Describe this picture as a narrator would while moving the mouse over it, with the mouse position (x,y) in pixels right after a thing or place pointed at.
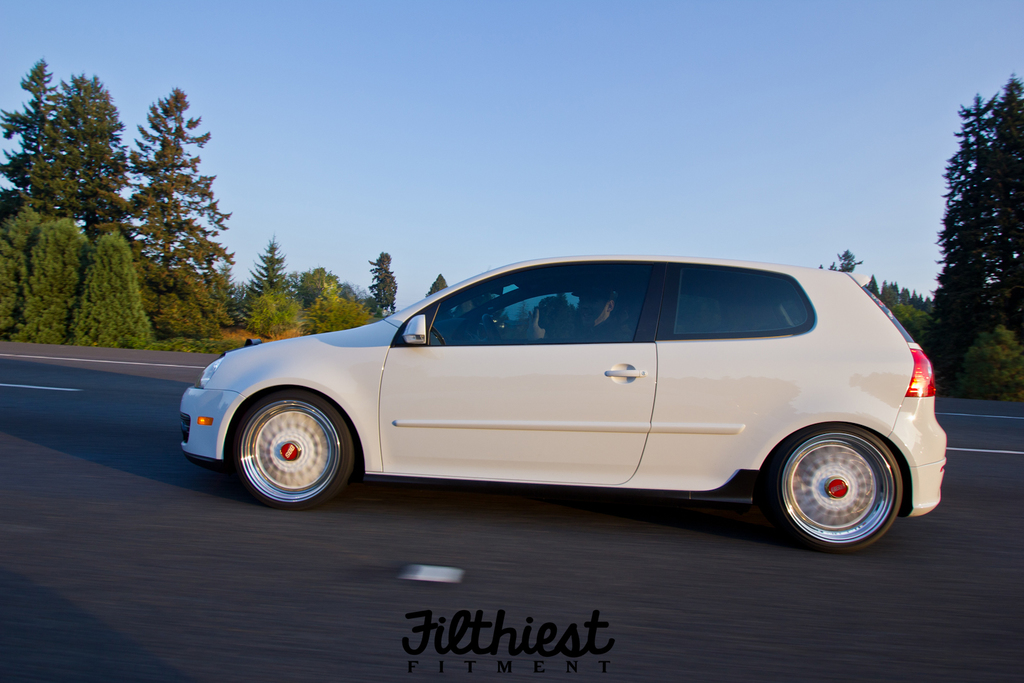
Sky (459,102) is in blue color. Vehicle (675,396) is on the road (169,535). Background (140,331) there are trees (325,310) and plants (322,310). Bottom of the image (447,638) there is a watermark (518,652).
